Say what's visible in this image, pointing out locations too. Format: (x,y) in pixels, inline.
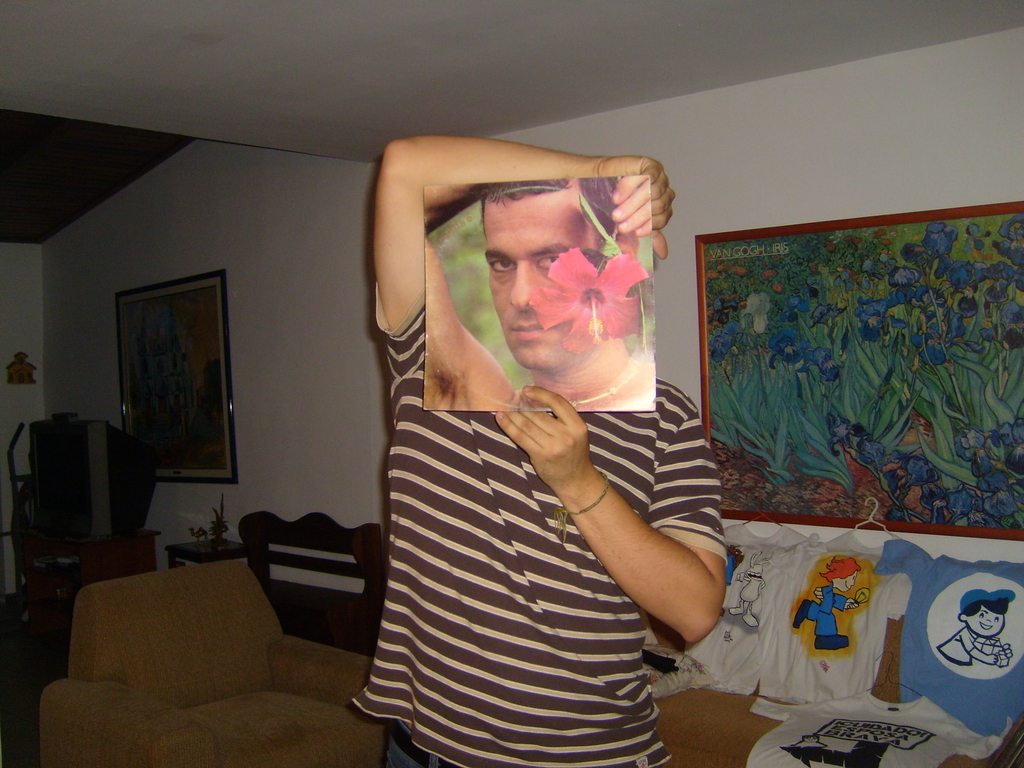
In the middle of the image (579,333) a person (559,152) standing and holding a photo frame (565,260). Right side of the image (979,170) there is a wall (920,128), On the wall (807,217) there is a paint (789,253). Bottom right side of the image (692,751) there is a couch (705,746). At the top of the image (519,1) there is a roof (188,42). Bottom left side of the image (215,547) there is a table (226,547), On the table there is a product (138,464).
